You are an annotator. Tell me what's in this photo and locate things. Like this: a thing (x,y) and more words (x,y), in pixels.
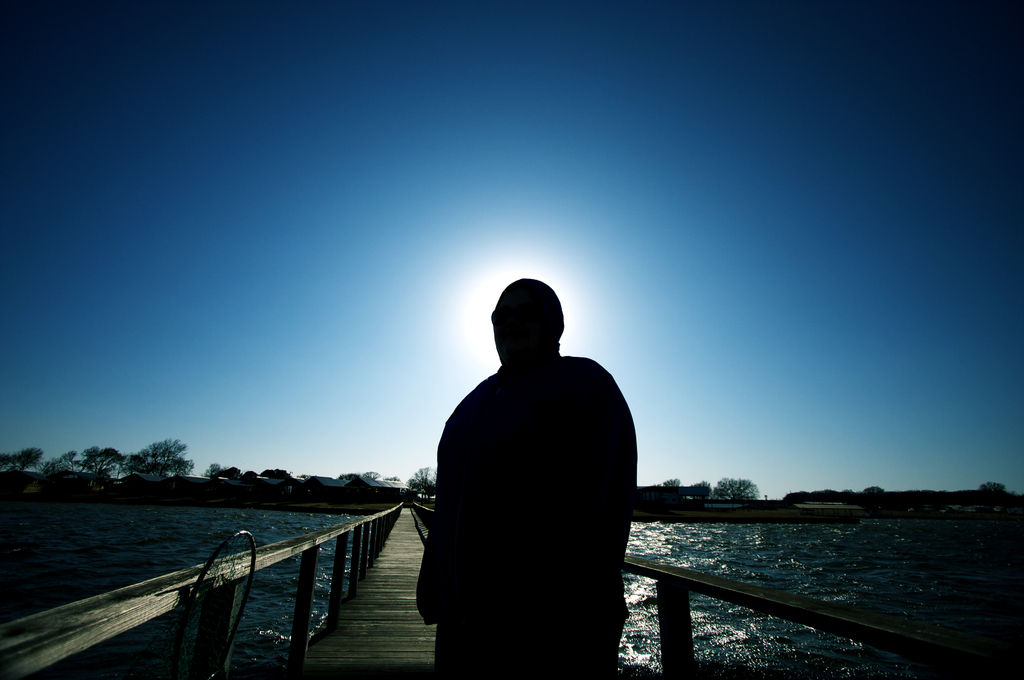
In this image, we can see a person (441,650) and the bridge (298,669). We can see some water (820,593). There are a few trees (214,465), houses (323,494). We can see the ground (70,494) with some objects (185,647). We can also see the sky (805,421).
